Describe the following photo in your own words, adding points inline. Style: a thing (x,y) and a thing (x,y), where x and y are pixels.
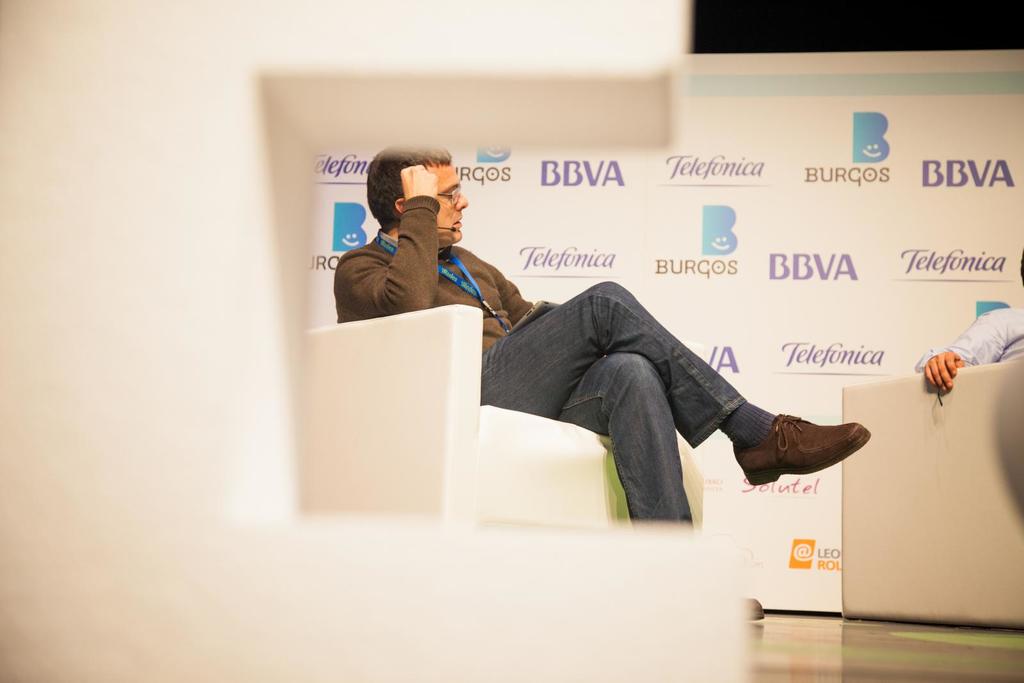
In the center of the image (504,399) we can see a man (504,399) is sitting on a couch (575,466) and wearing id card (456,263), shoe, micro phone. On the right side of the image (983,535) we can see a man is sitting on a couch (926,537). In the background of the image (753,353) we can see the wall (864,16), board (780,285). At the bottom of the image (818,633) we can see the floor (808,649).
